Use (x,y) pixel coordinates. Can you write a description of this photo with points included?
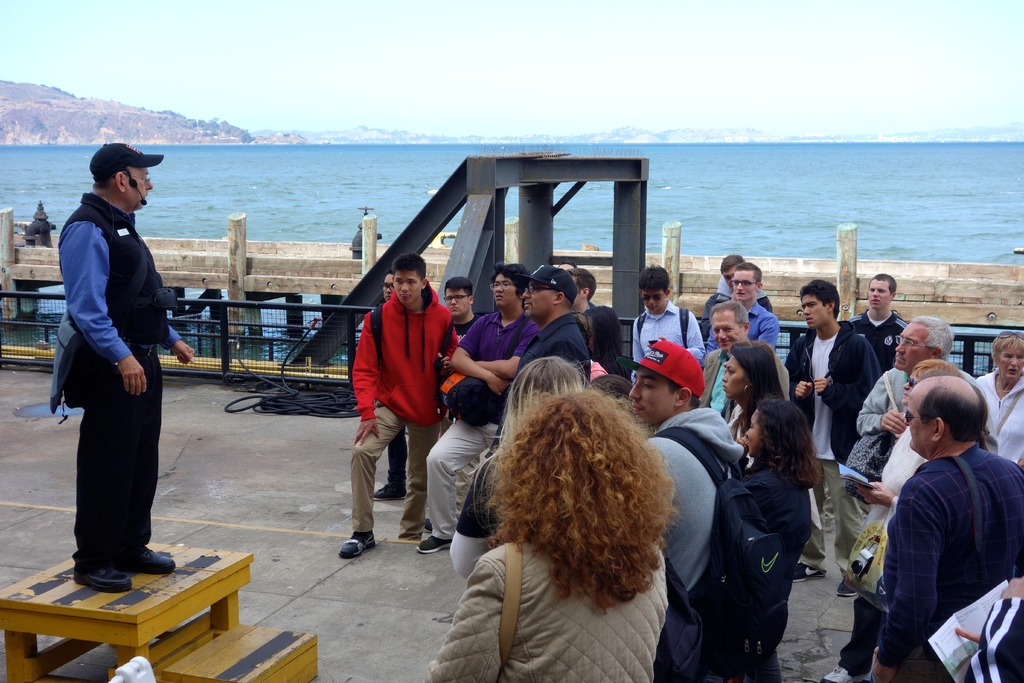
In this picture we can see a group of people (1002,437) listening to the person (121,176) standing on wooden platform (235,552) carrying bag (64,334) worn cap (142,165) and mic (132,182) and in the background (222,158) we can see water (824,155), mountains (76,98), fence (206,321), sky (790,99).
